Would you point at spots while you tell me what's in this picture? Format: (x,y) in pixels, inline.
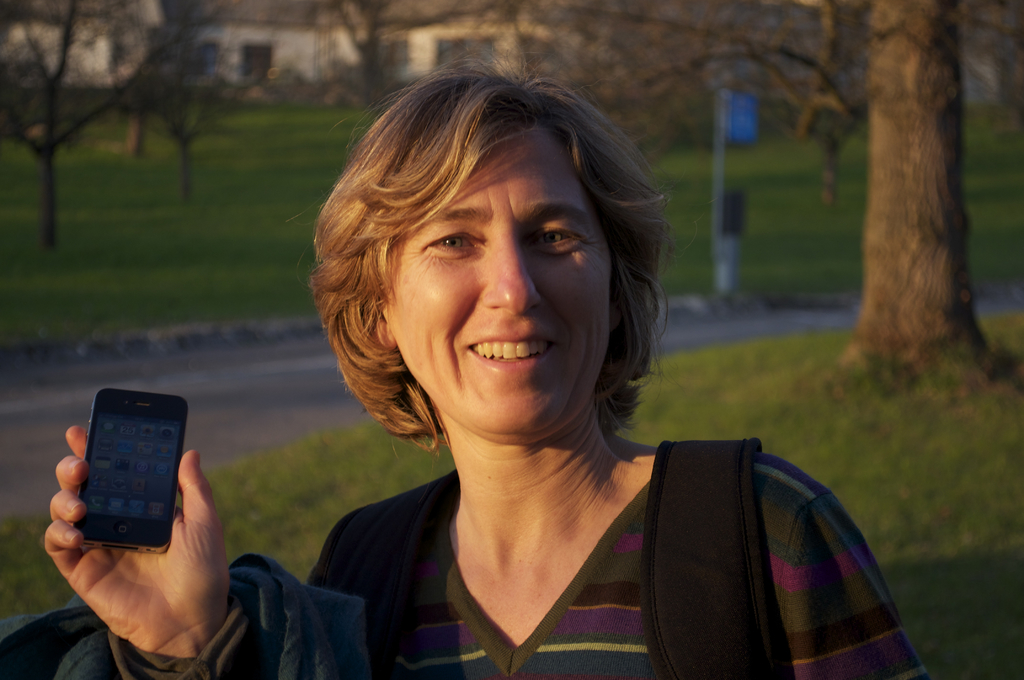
This woman (510,324) is highlighted in this picture. This woman (589,500) wore bag (742,505) and holding a mobile (91,433). Grass (153,246) is in green color. Far there are bare trees (780,75) and building (297,65).
